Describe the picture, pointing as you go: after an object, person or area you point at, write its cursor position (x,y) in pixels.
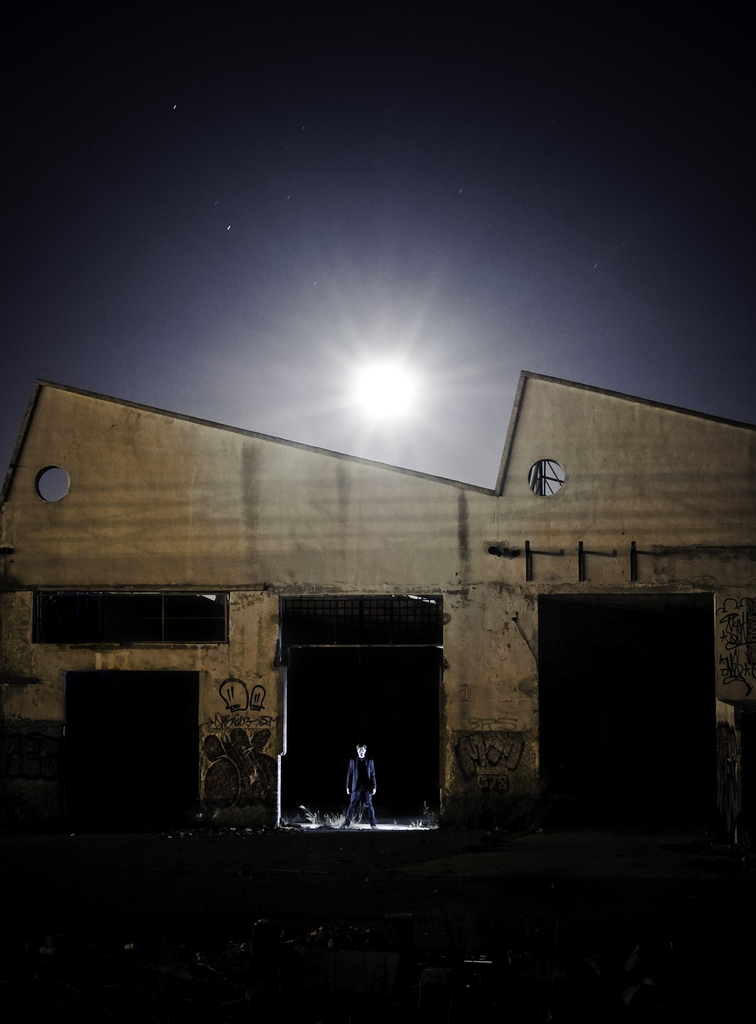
In this image, we can see a house (371,657) with walls (485,681), grills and some paintings (239,742). Here a person (357,784) is standing. Background (540,115) there is a dark view.
